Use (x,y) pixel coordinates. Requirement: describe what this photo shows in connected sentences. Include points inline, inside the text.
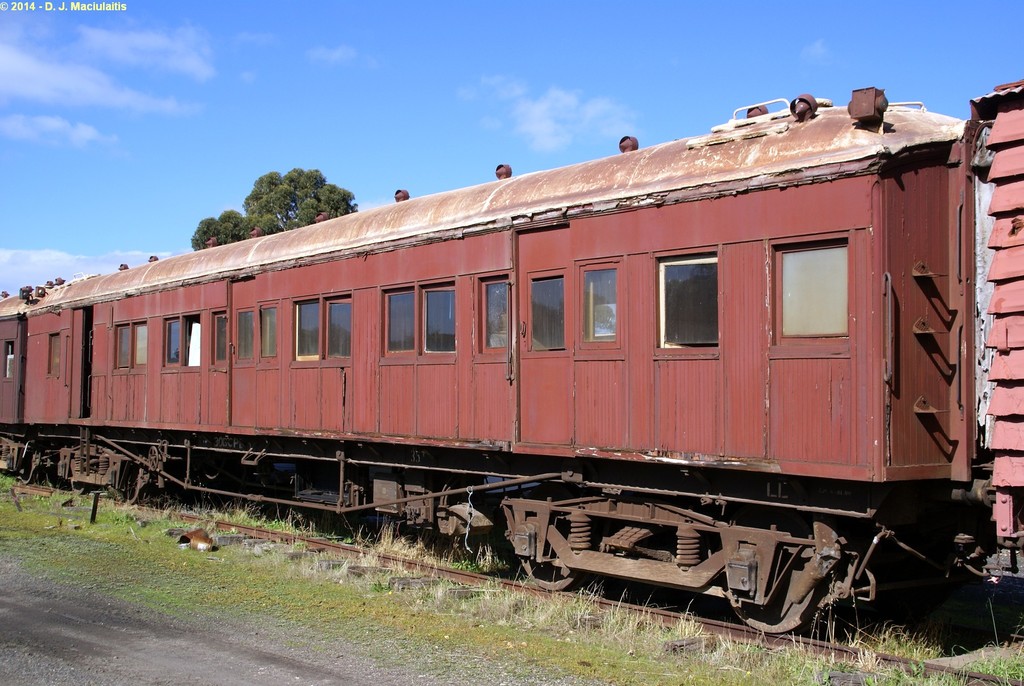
In this picture we can see a train (618,387) on the railway track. Here we can also see grass (296,571), trees (301,218) and blue sky (374,161).
